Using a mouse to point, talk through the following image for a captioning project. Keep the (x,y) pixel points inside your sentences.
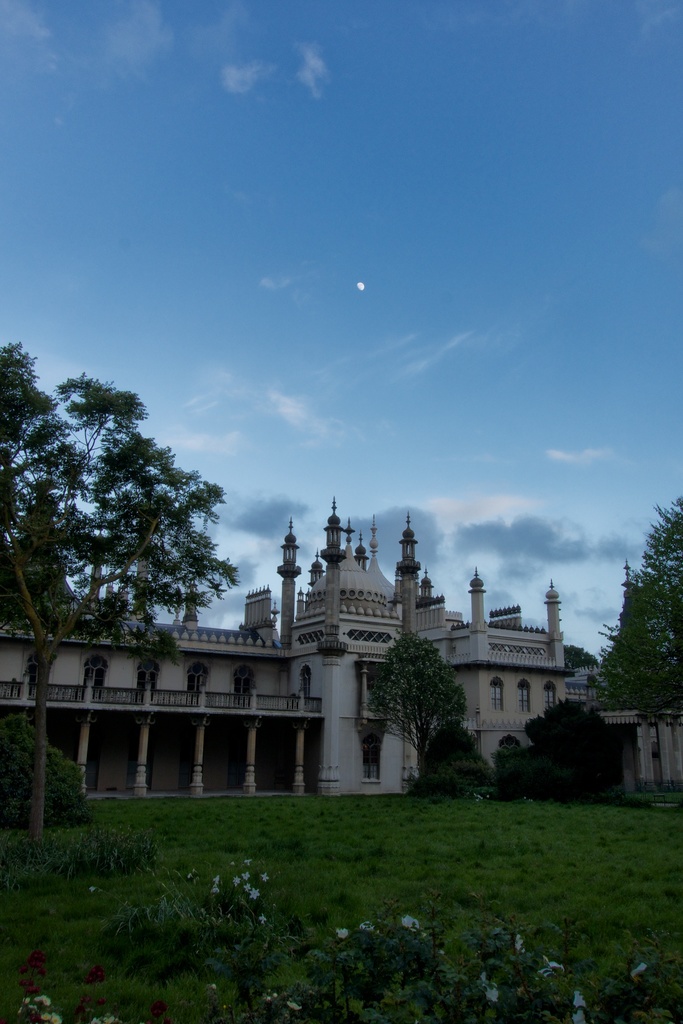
As we can see in the image there is grass (385,825), plants (464,1011), trees (403,730), buildings (302,617), sky (358,378) and clouds (424,530).
